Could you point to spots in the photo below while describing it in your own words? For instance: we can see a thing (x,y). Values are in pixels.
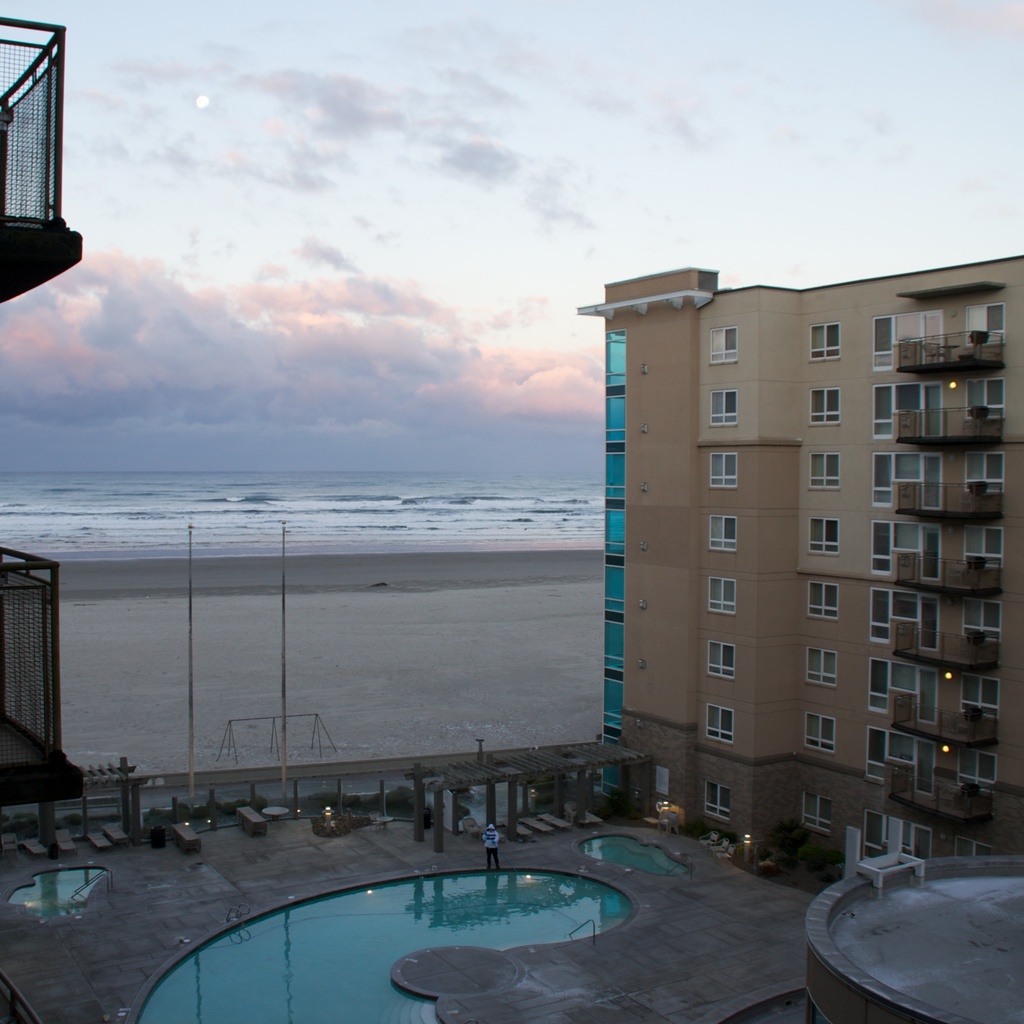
In this image I can see a building (775,653). And in front of the building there is a swimming pool (665,863), Person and a bench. There is a fence (478,796), Pole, Water (338,480) and a sky (435,334).
